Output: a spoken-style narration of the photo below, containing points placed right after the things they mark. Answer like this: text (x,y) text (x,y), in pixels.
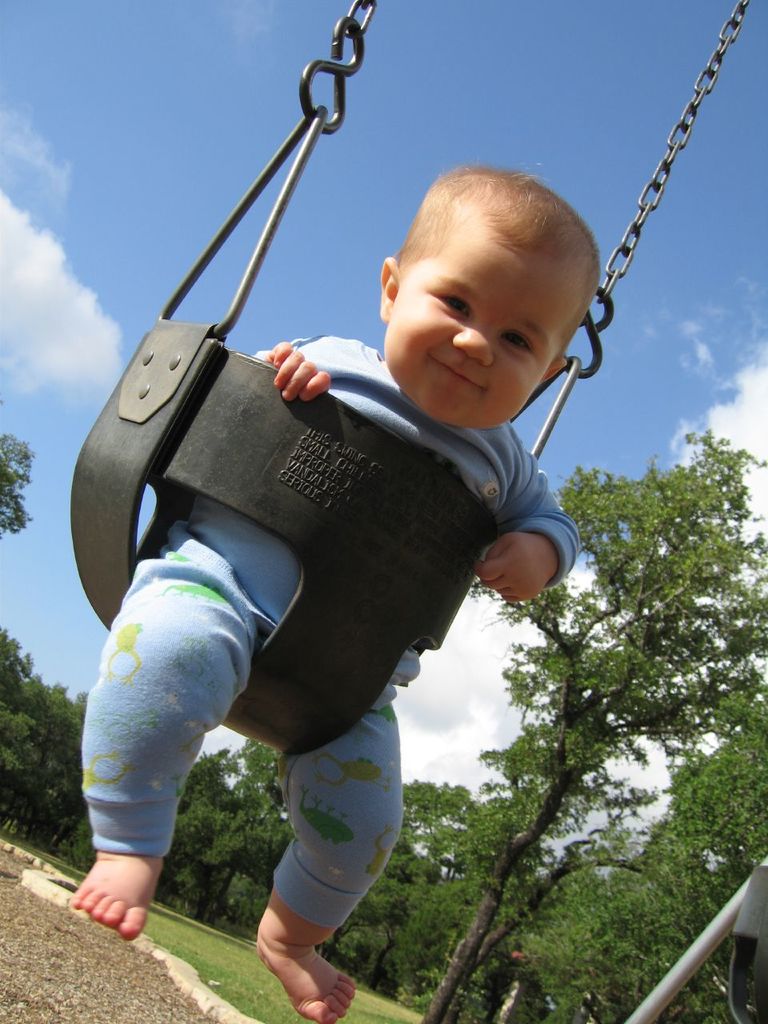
In this image we can see a baby (316,913) is in the swing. On the right side of the image (616,921) we can see trees (565,779).
